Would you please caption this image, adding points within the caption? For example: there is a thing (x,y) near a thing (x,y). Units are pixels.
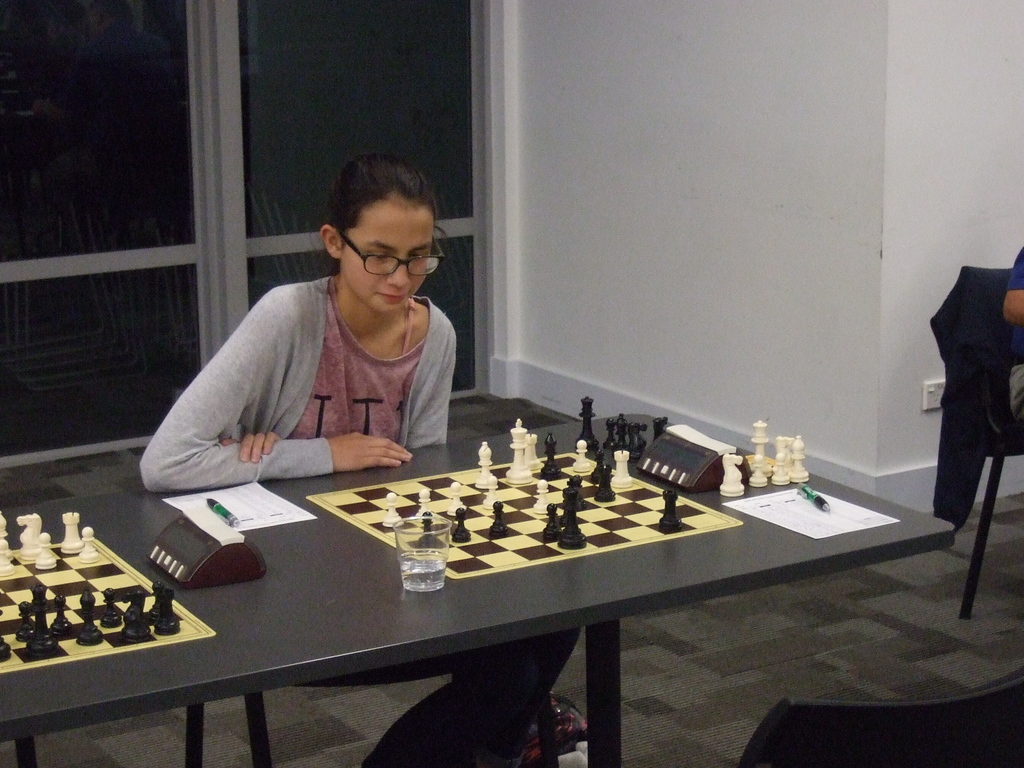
A lady (355,270) wearing specs (369,270) is sitting and looking into the chess board (595,522). On the table (195,614) there are two chess boards (504,470), coins (527,474), timers (222,544), pen (225,515), paper (275,508) and glasses (424,566). In the background (301,160) there is a door (347,138), wall (723,145), sockets (932,394).
